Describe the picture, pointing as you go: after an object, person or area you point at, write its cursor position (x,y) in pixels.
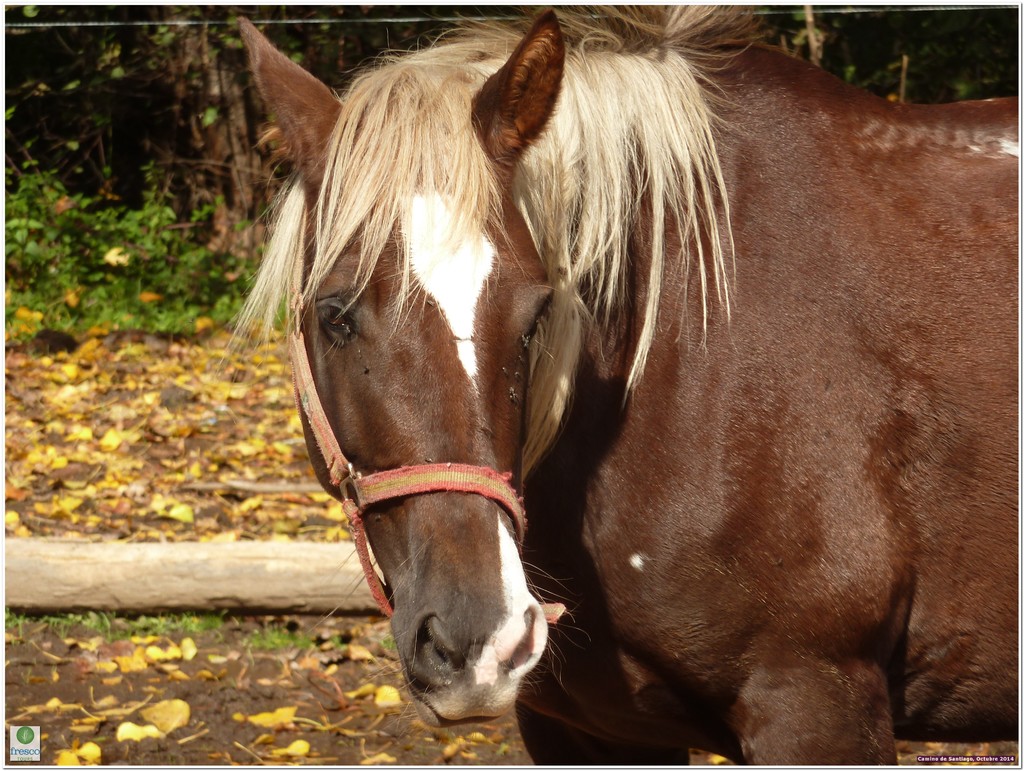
In this image, I can see a horse (780,425) standing. This looks like a wooden branch (182,571). I can see the leaves (114,433) on the ground (211,431). In the background (204,285), these look like the plants (205,220). At the bottom left corner of the image (9,750), I can see the watermark (22,758).
